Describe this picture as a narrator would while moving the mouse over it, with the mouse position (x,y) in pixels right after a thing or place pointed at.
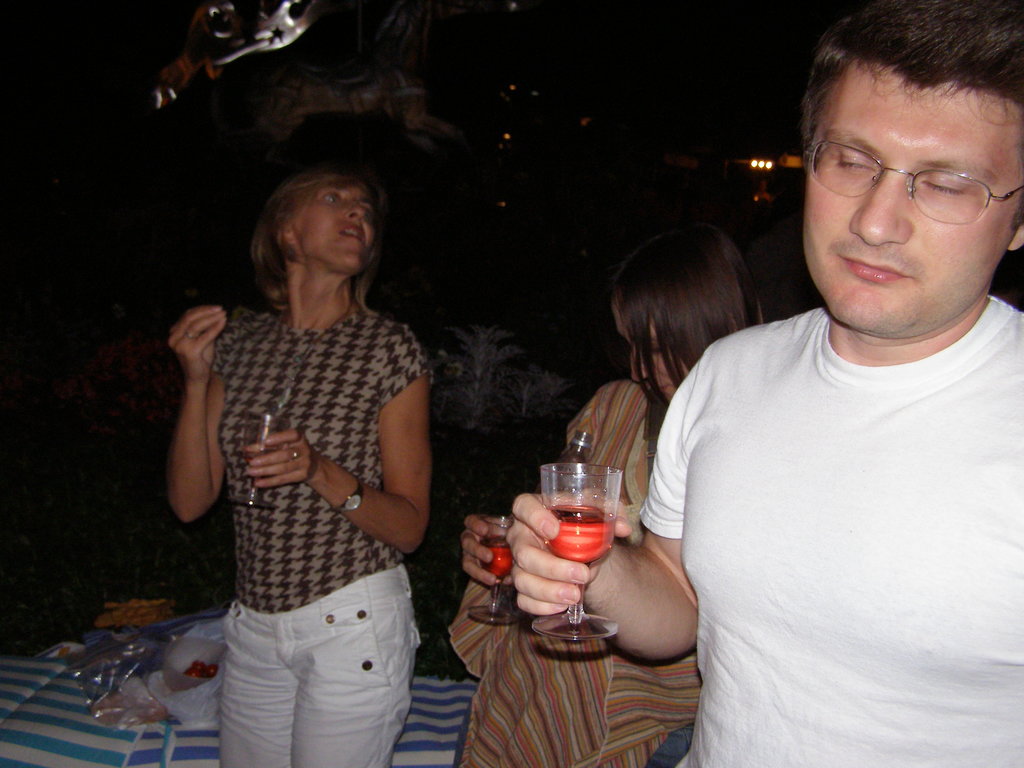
It is a party there are total three people (662,519) visible in the image and the first person (657,462) is drinking some drink (575,518) and behind the person (914,650) there are two women (347,398) and the background (524,127) is dark.
